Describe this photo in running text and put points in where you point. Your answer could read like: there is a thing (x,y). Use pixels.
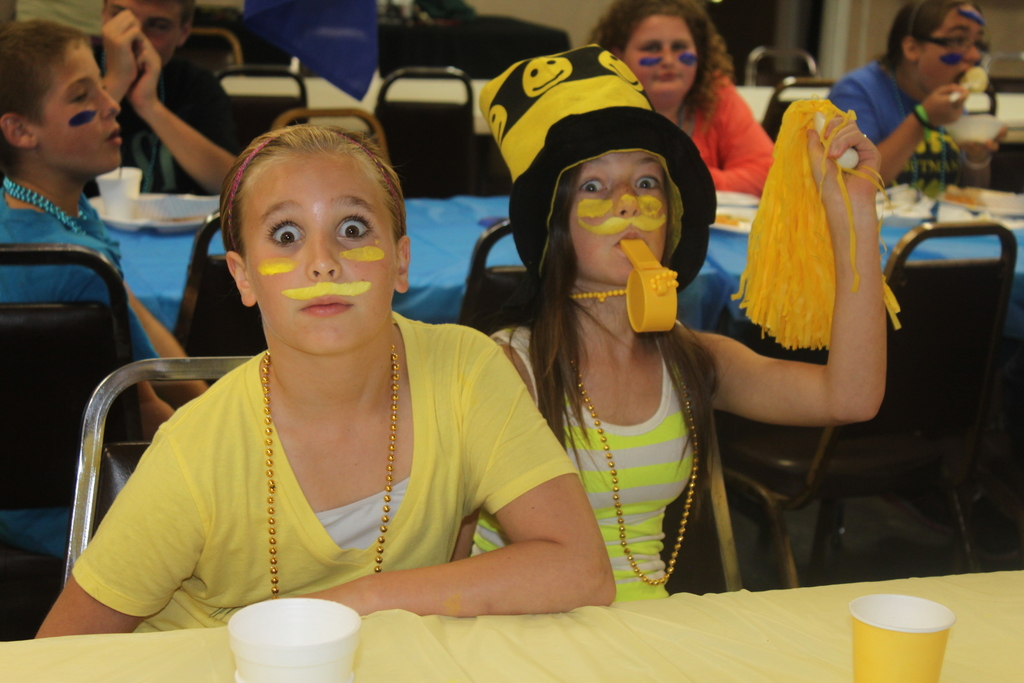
In this image we can see two children (486,407) sitting on the chairs (708,587) beside a table (535,682) containing the glasses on it. In that a child (737,395) is holding a pom pom (769,316) and a whistle (645,314). On the backside (712,260) we can see a group of people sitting on the chairs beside the tables (703,270) containing some plates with food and glasses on it. In that a woman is holding a bowl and a spoon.
